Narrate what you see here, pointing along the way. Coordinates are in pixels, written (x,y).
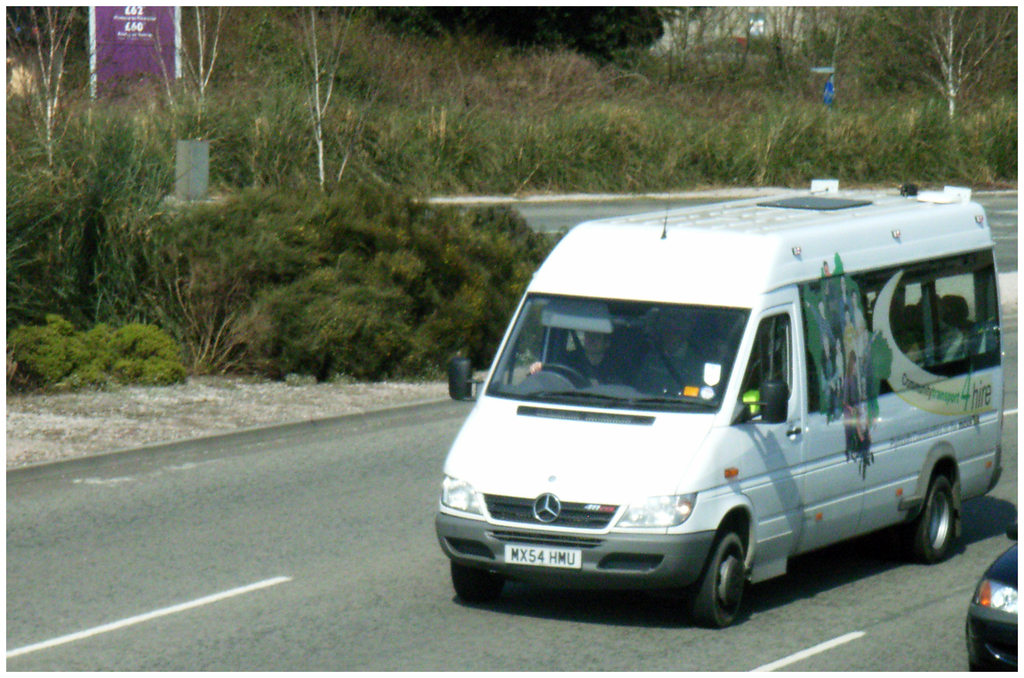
In the foreground (409,429) I can see vehicles (750,209) on the road (808,633). In the background (146,242) I can see plants (536,235), trees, board (107,16) and a house (669,27). This image is taken during a day.
